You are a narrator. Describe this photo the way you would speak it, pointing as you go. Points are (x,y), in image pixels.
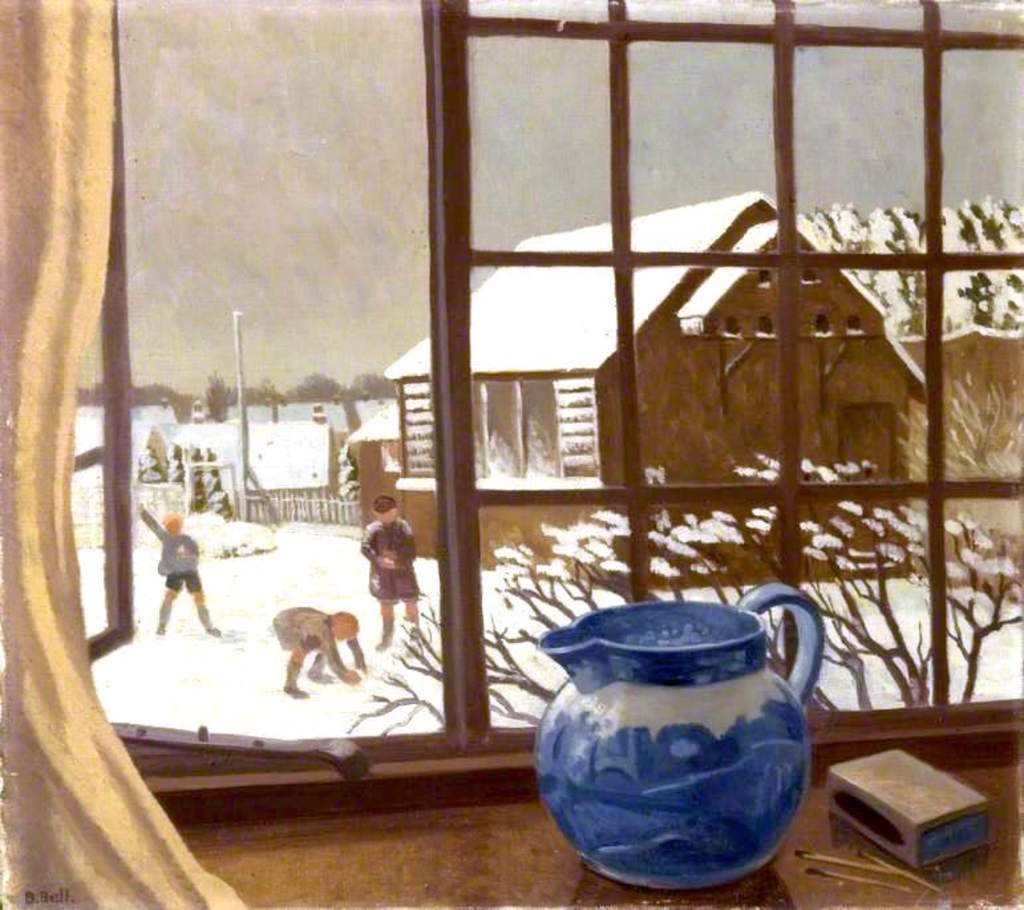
This image looks like a painting. In the front (516,788) there is a window (390,757) in which there is a match box (944,833) and a jug (667,768). To the left (68,514), there is a curtain (63,654). Through the window (317,775) there are three person (400,538) and a small house (548,389) along with the snow (278,566) all over the image are seen.
